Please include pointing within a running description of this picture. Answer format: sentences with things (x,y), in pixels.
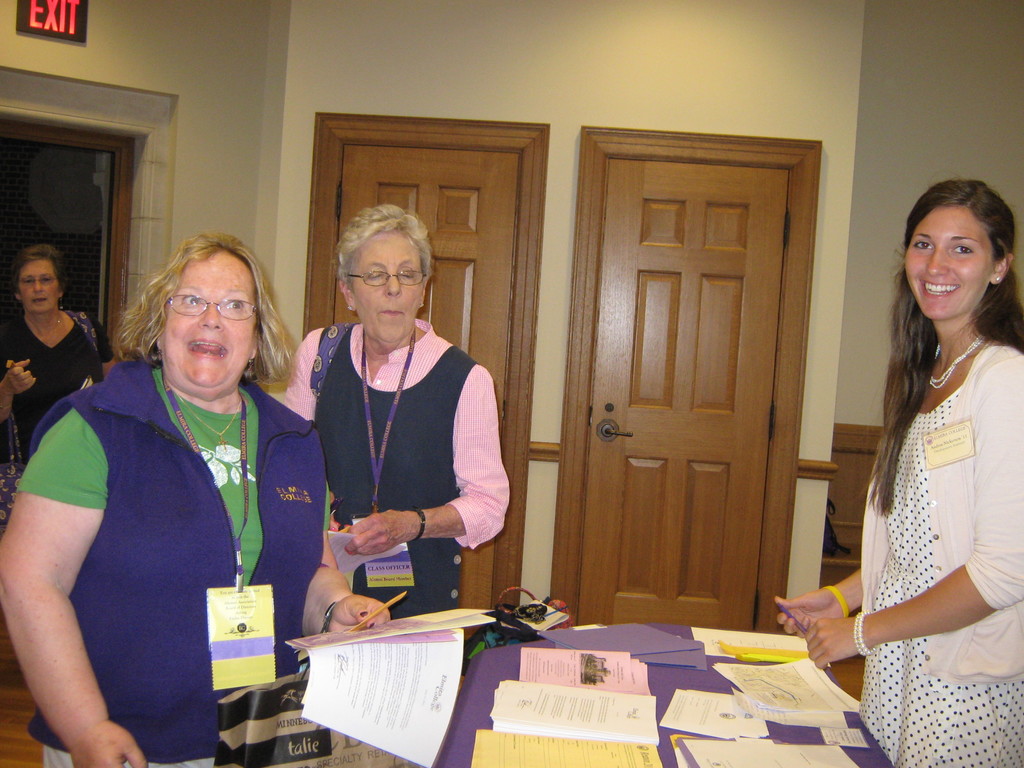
In this image we can see some group of lady persons (215,433) standing near the table (665,745) on which there are some papers (547,705), books (547,705) and two persons (232,578) wearing ID cards (227,654) holding some papers (343,551) in their hands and in the background of the image (473,82) there is a wall (368,49) and doors (695,270).
